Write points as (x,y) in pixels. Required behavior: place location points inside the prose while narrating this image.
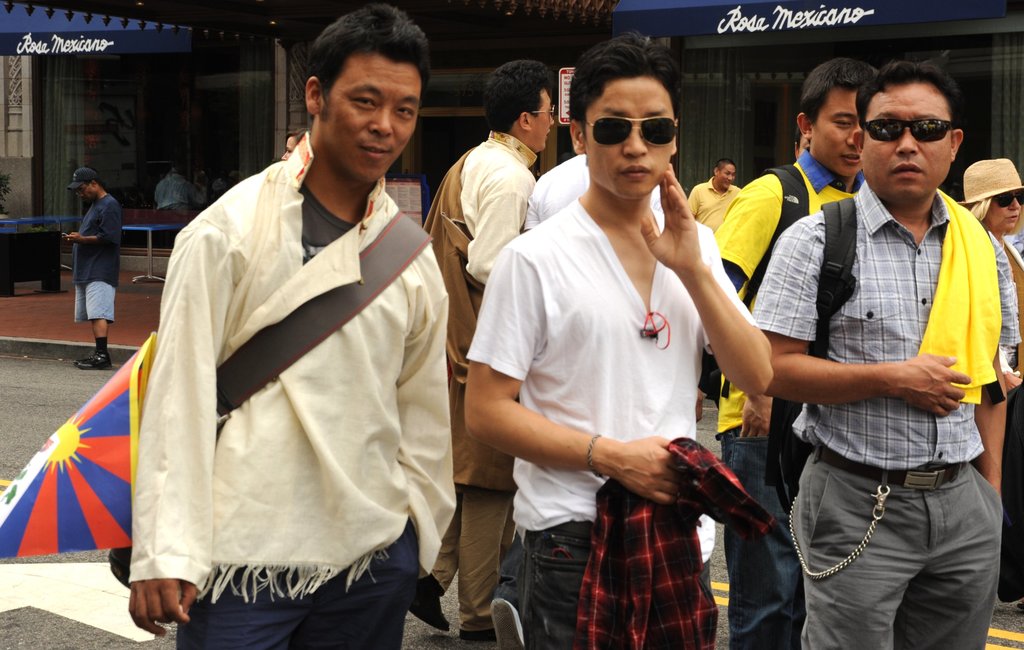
In this picture I can see 3 men (592,424) in front (665,264) who are standing and I see that 2 of them are wearing bags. In the background (702,220) I can see few people (986,177) and I can see the buildings (466,36) and I see something is written on both the sides of this picture.
